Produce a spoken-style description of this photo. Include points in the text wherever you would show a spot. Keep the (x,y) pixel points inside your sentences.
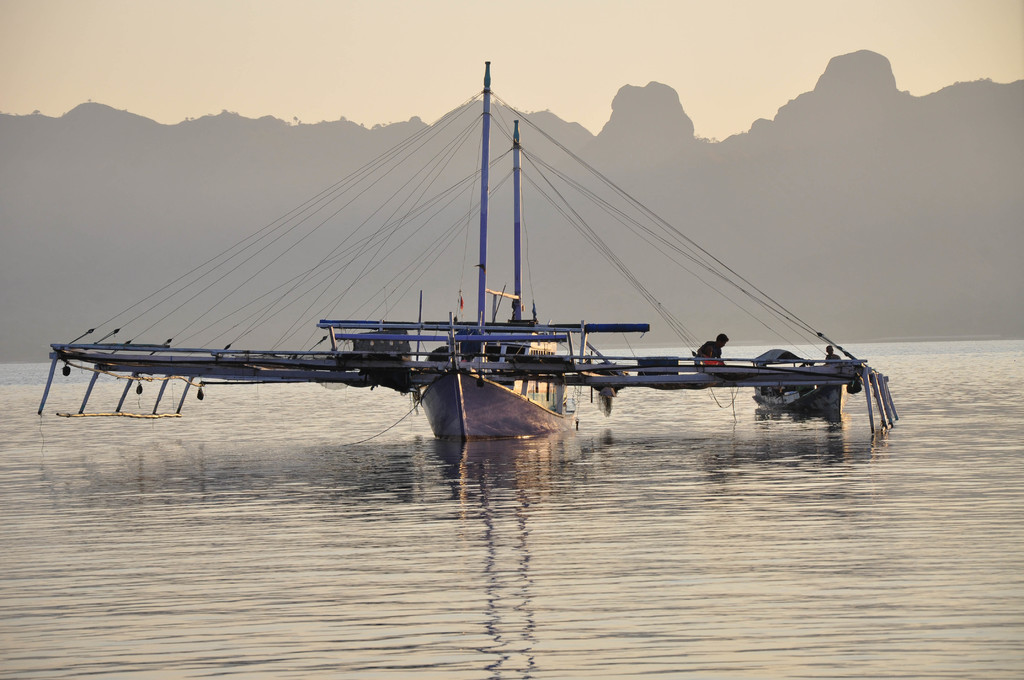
In this picture we can see boats (523,362) on water (185,598), poles (485,292), two people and some objects (375,385) and in the background (607,117) we can see mountains (888,215), sky (272,60).
